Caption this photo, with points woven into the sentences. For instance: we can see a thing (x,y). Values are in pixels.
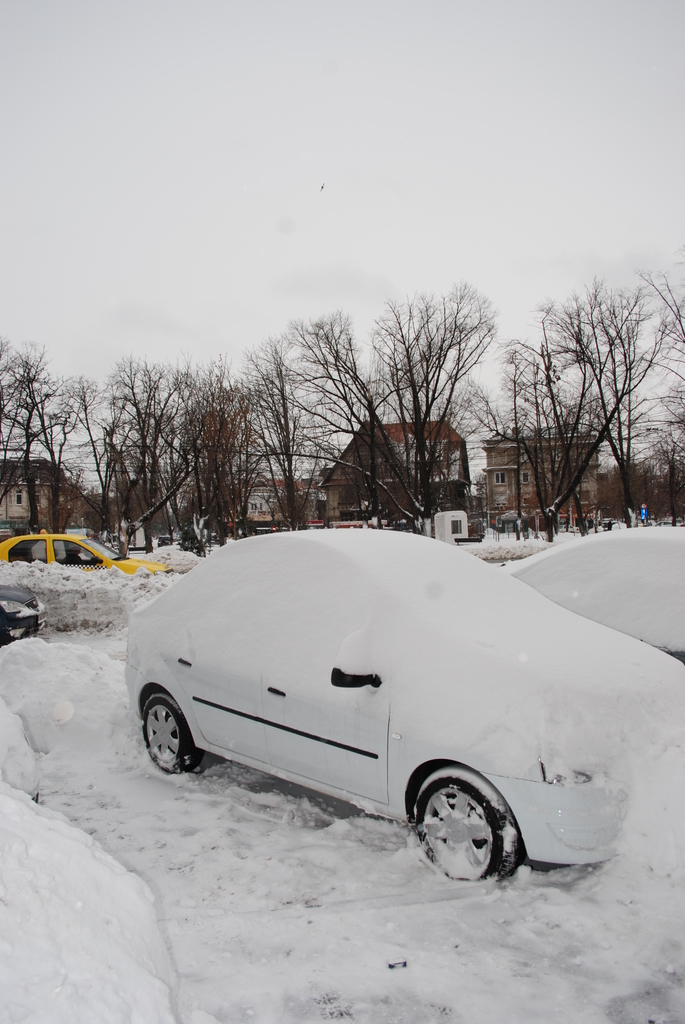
This image consists of many vehicles (385,649). In the front (435,744), there is a car (375,756) in white color which is covered with snow (455,652). In the background (300,451), there are many trees (674,479) and buildings (505,465). At the top (284,206), there is sky (264,246).
